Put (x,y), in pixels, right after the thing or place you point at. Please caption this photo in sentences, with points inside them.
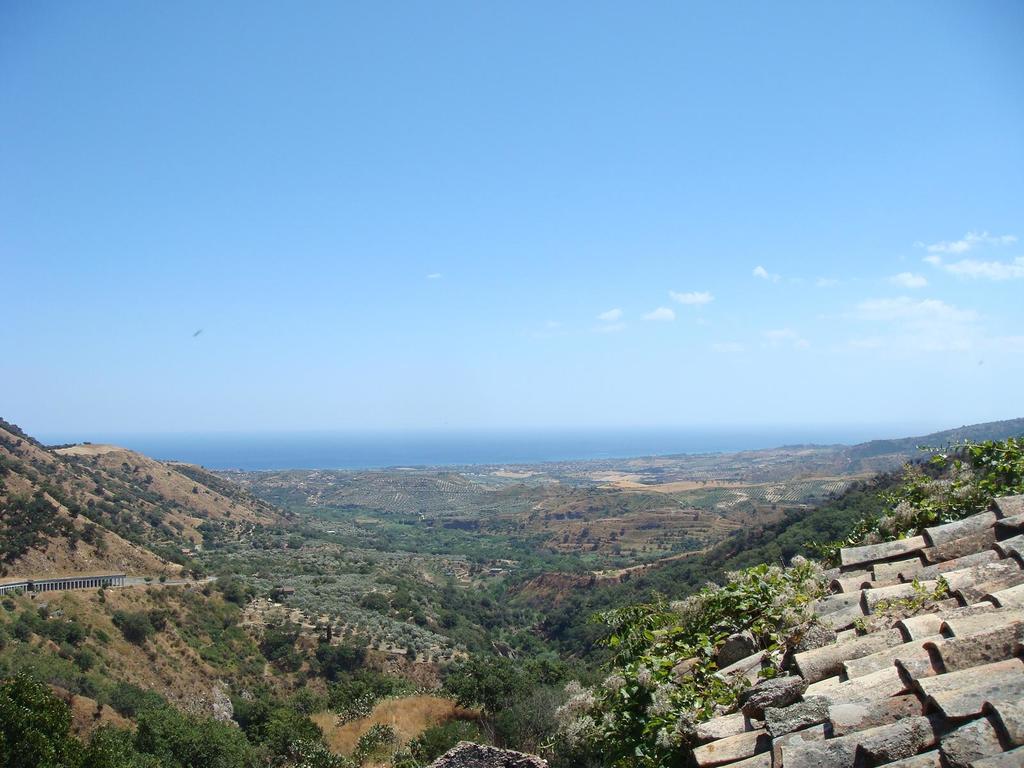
In this image there are trees (599,674), there are mountains (123,519) and the sky (809,292) is clear. On the right side (922,648) there are tiles (904,658).
